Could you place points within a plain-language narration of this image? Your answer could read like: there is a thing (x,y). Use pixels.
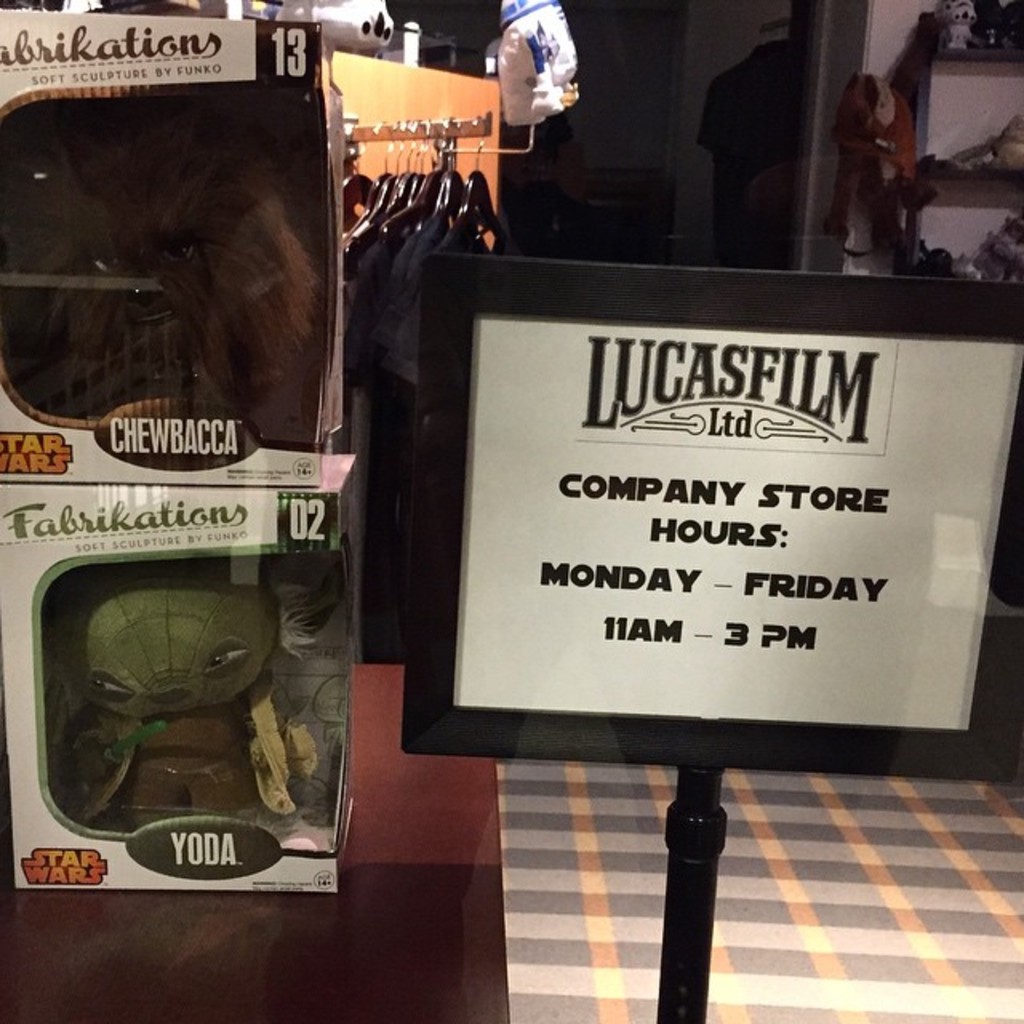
In this picture I can see couple of toys (167,306) in the boxes (49,665) on the table (433,977) and I can see few clothes (394,264) to the hangers (377,222) and I can see a board (729,602) with some text (801,566) and a soft toy (909,190) hanging to the rack (922,217) and I can see few articles (976,153) in the rack (934,132).
